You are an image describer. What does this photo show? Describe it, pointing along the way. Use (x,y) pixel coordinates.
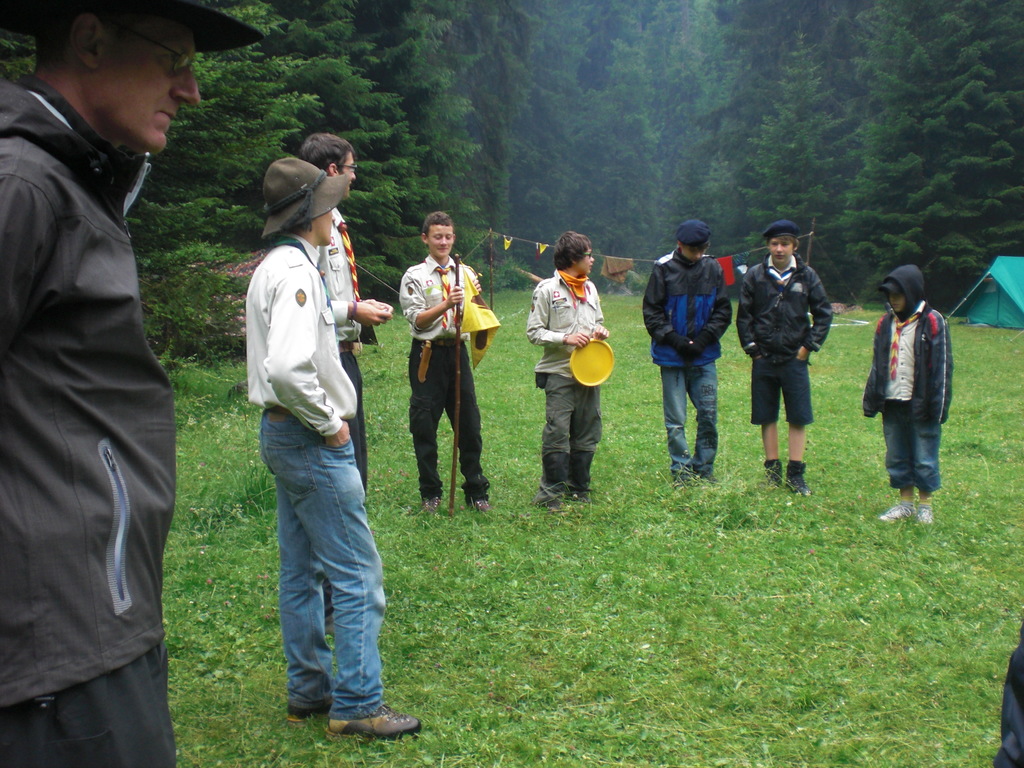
In this image, we can see green grass (802,566) on the ground (885,563), there are some people (18,471) standing, in the background (944,96) there are some green color trees (578,86).
